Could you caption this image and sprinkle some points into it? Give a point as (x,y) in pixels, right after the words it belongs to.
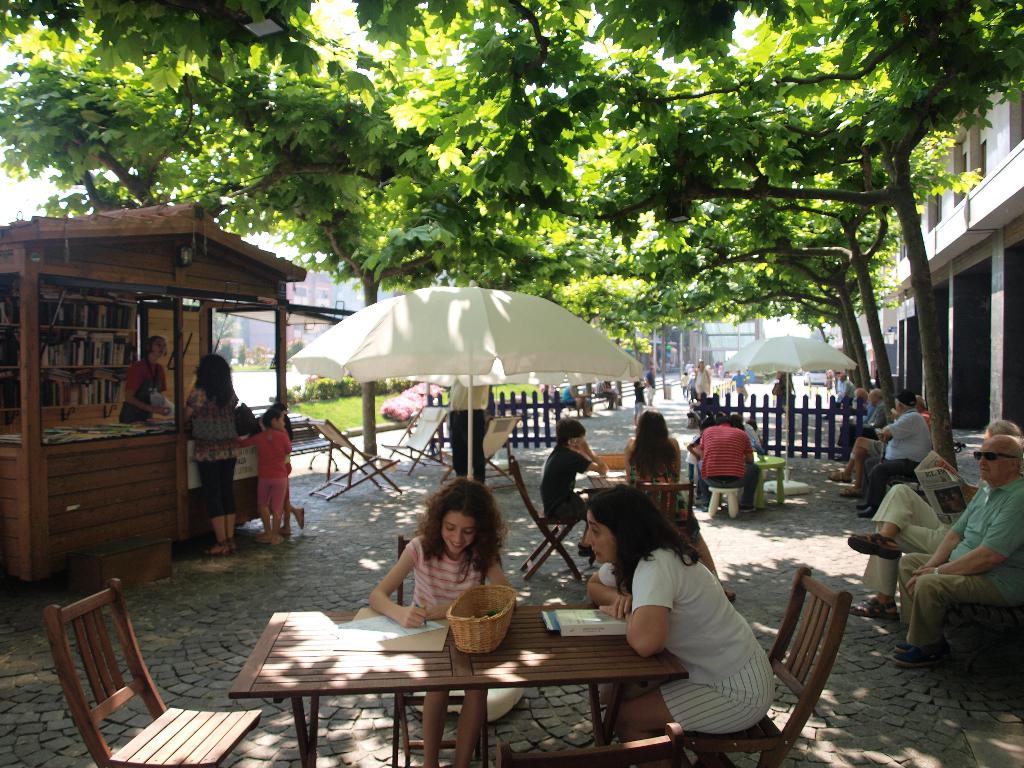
This picture describes about group of people (1002,479), few are seated on the chair (785,645) and few are standing, in the middle of the given image we can see two women (491,568) are seated on the chair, in front of them we can see couple of books (596,612) and a basket (485,635) on the table (369,657), and also we can see umbrella (552,331) over them, in the background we can find couple of buildings (994,157) and trees (568,143).
